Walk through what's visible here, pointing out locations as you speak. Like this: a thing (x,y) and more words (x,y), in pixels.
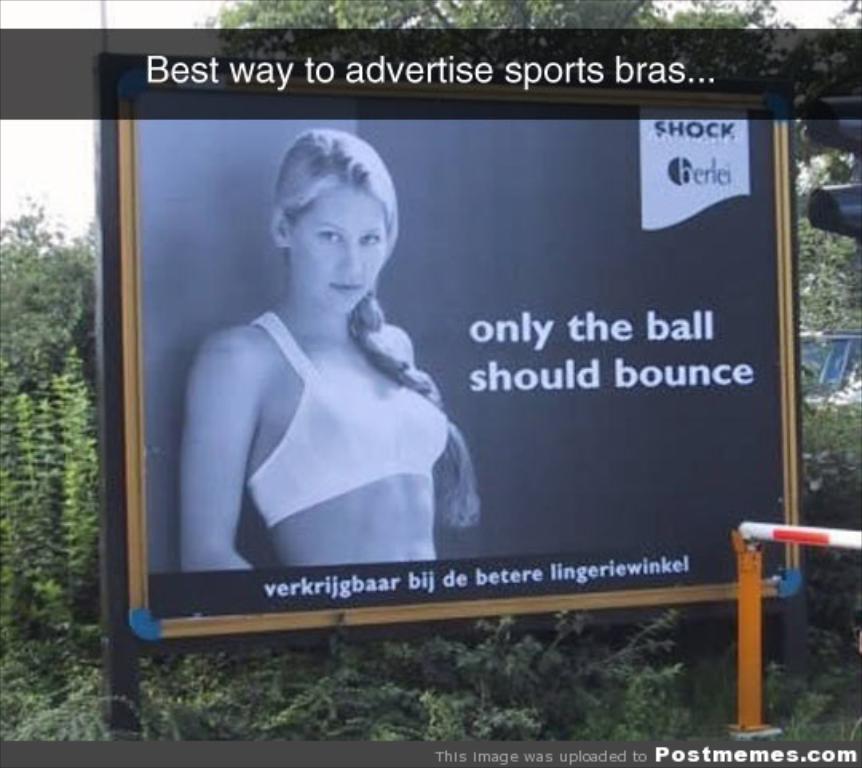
In the center of the image (423,351) we can see a board (551,291). On the right side of the image (846,104) we can see traffic light (829,120), barricade (761,552). In the background of the image (766,623) we can see some plants (40,308). At the bottom of the image (489,764) we can see some text (497,756). At the top of the image (39,152) we can see the sky (128,29) and some text (523,67).
